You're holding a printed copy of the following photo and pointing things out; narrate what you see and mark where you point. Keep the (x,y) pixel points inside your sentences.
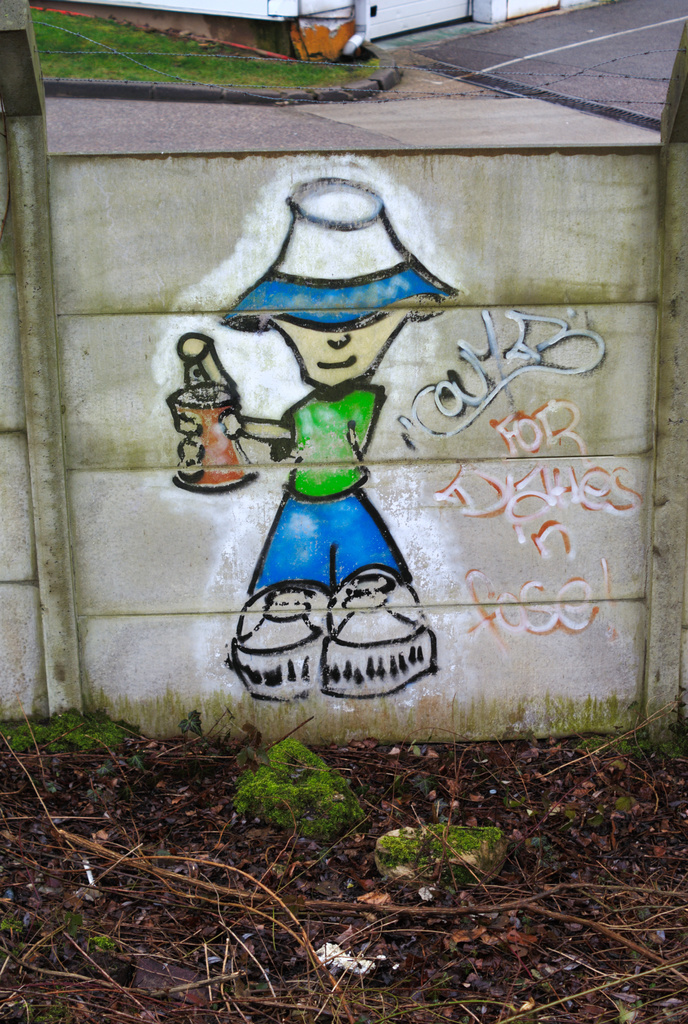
In this picture, there is a wall (267,646) in the center (393,628). On the wall (362,628), there is a graffiti picture (336,382) and some text (553,624). On the top (184,107), there is a road (492,107) and a building (333,45).
